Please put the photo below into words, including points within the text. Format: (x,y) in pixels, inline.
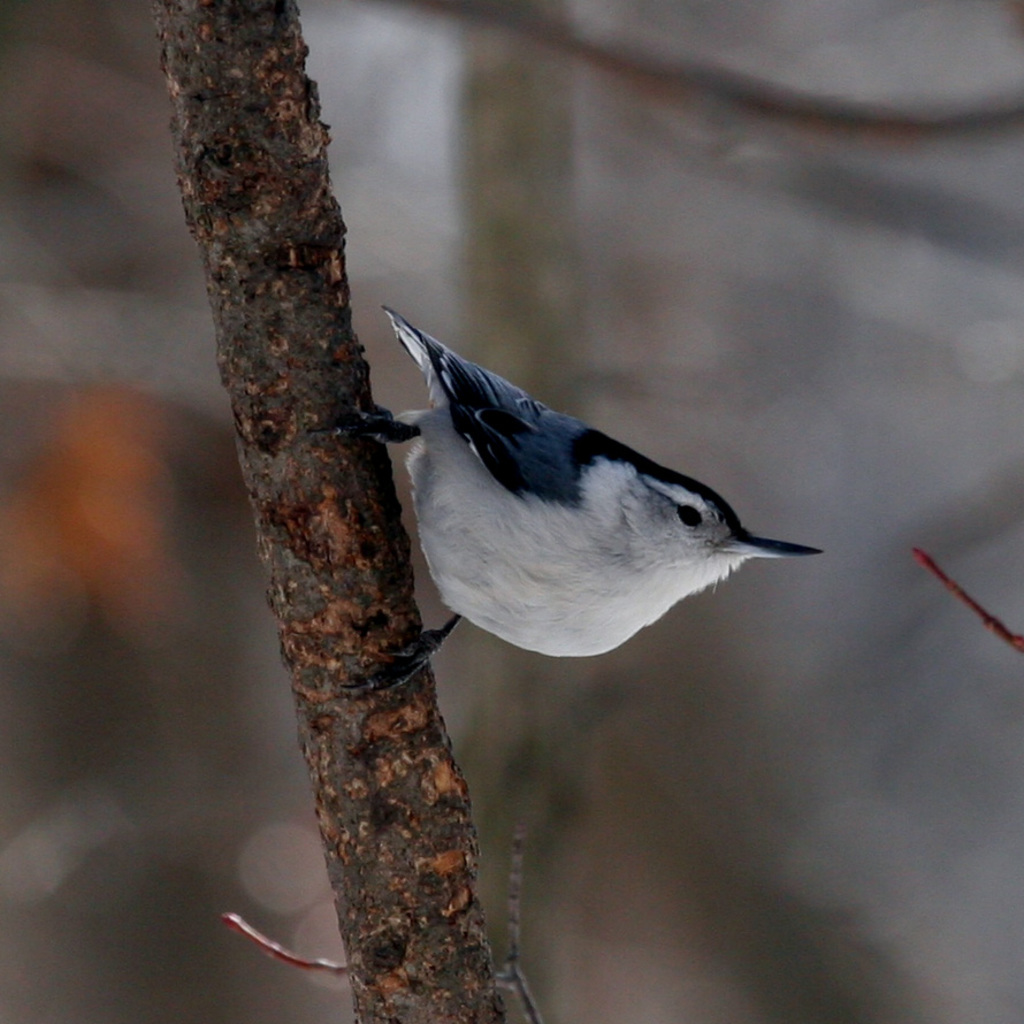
in this image we can see a bird (577,503) on the bark (346,494) and the background (904,810) is blurred.
